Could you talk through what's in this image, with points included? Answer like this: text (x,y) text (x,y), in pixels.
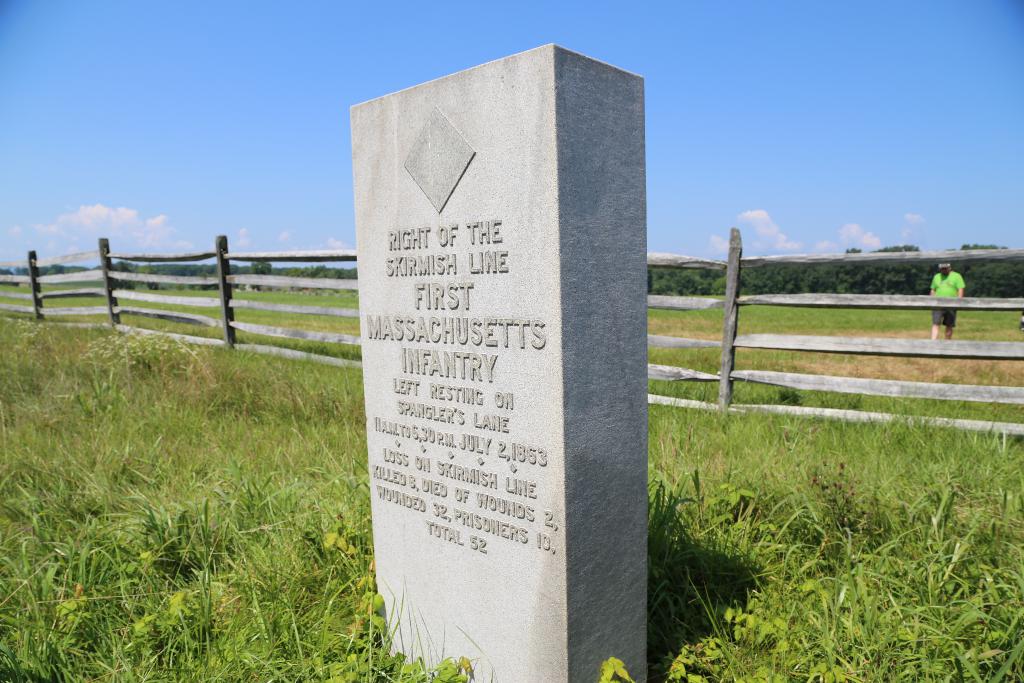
In this image we can see a stone (497,577) and there is some text (421,339) written on it, there is grass (1,471) around it and behind it there is a fence (958,352), on the other side of the fence (848,381) there is a person (940,321) walking, in the background (917,283) there are trees (922,271) and there are clouds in the sky (15,160).
